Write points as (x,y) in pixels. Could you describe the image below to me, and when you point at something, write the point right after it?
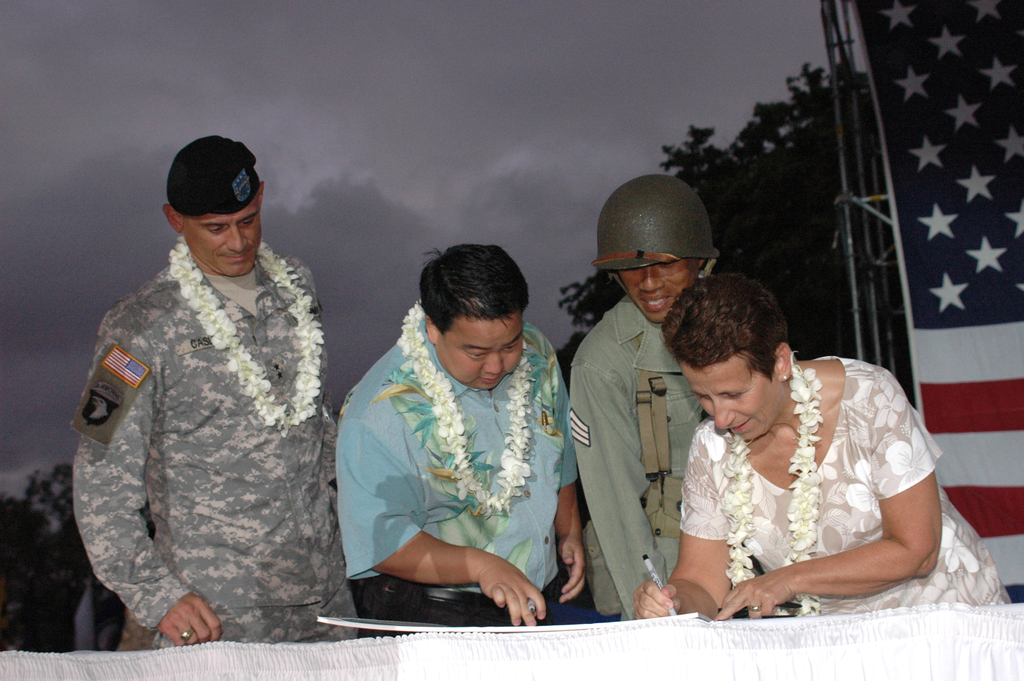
In the image I can see people (493,470) among them three of them (375,455) are wearing garlands (798,485). I can also see two of them (256,488) are wearing uniforms (201,460). In the background (487,43) I can see trees (782,241), the sky (529,35) and some other objects (955,206). The woman (861,513) on the right side (850,522) is holding a pen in the hand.
